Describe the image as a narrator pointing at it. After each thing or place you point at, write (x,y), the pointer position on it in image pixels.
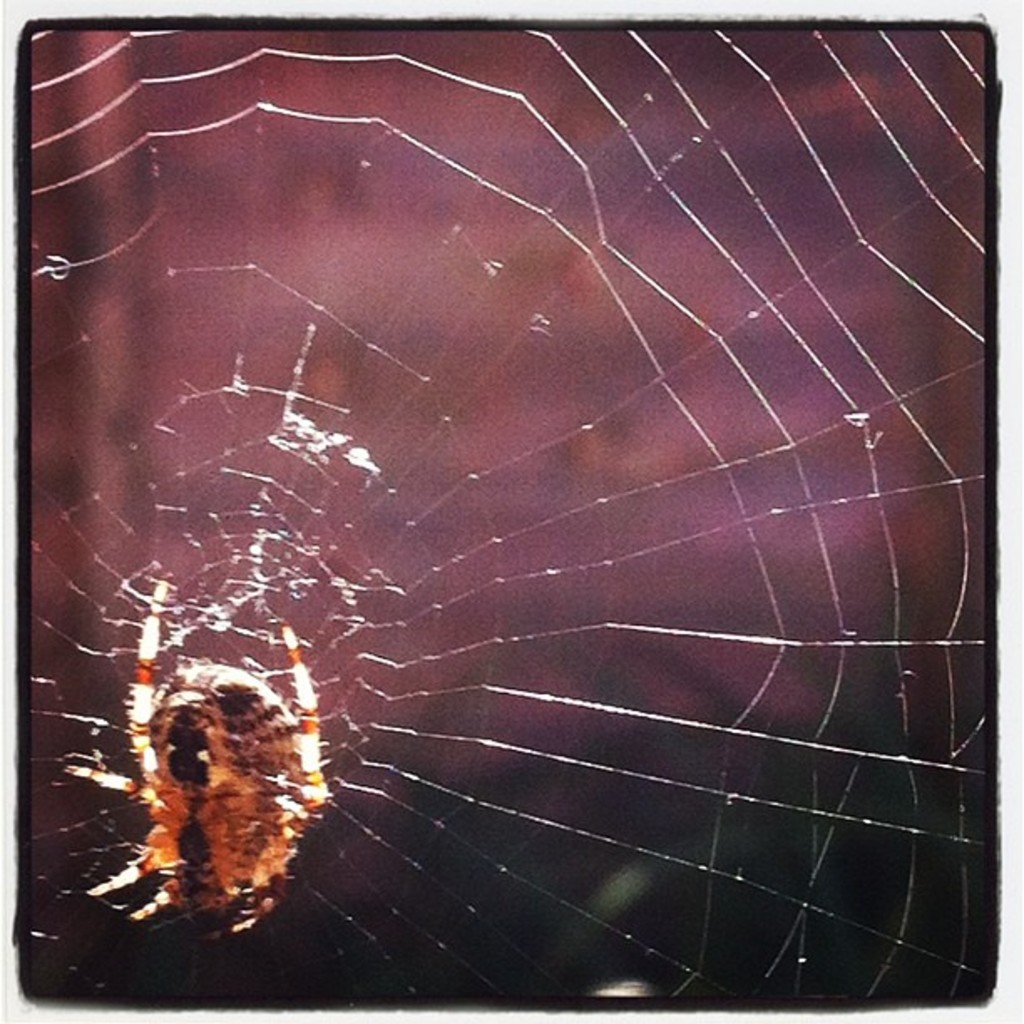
In the image we can see a spider (308,728) on the spider web (853,645) and the background (92,413) is blurred.
